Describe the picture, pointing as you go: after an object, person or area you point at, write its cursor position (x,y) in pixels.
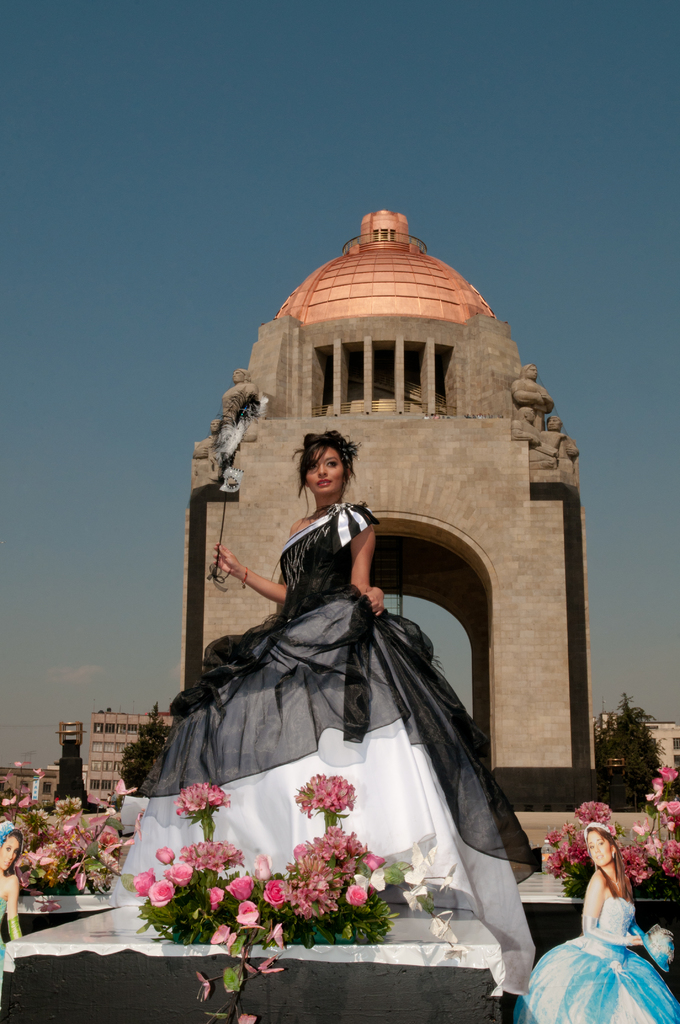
There is a lady (352,519) holding a stick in the foreground area of the image (339,777), there is an arch (451,513) and a dome (399,258) behind her. There are flowers (579,865) and girls (9,912) at the bottom side (665,858), there are buildings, trees (602,767) and the sky (39,678) in the background (605,775).
